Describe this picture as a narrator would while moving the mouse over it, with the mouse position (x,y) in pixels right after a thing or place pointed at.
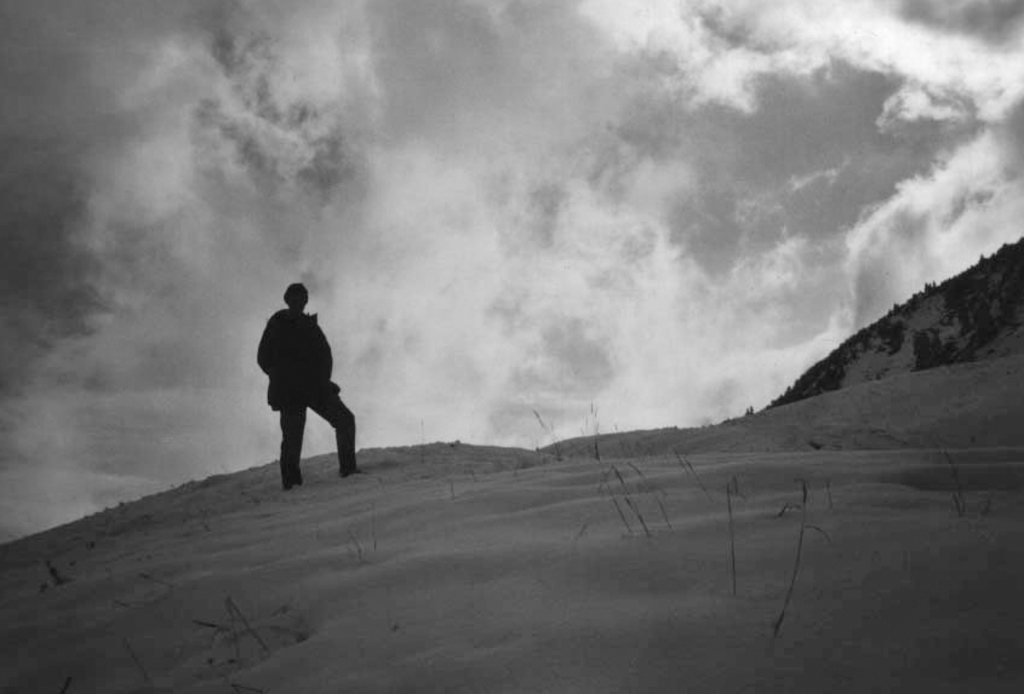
This is a black and white image, in this image a man (348,454) standing on a hill (390,466) and in the background (79,384) there is a sky (601,311).
